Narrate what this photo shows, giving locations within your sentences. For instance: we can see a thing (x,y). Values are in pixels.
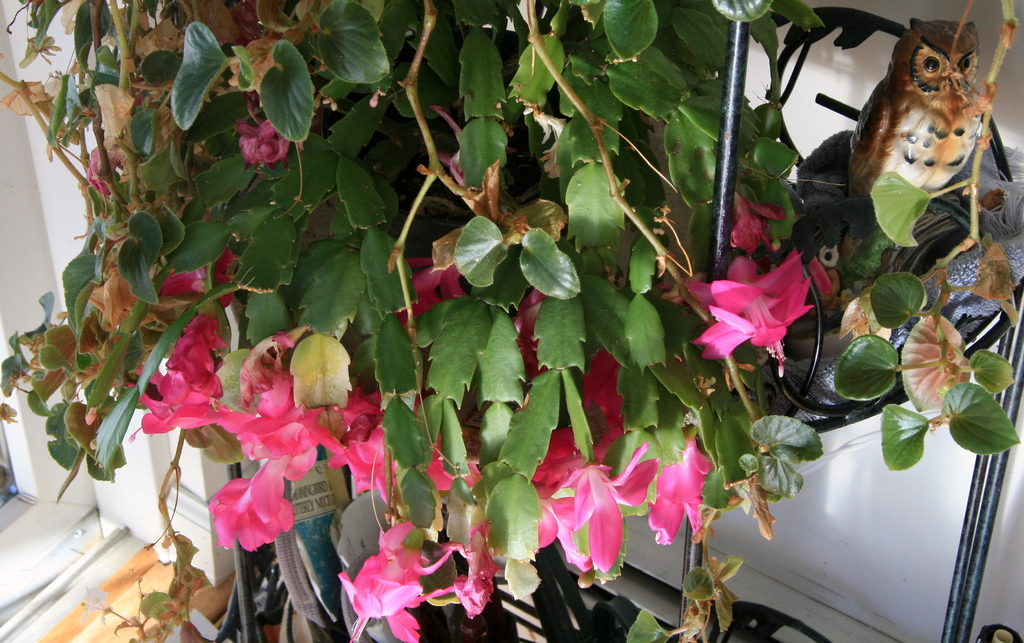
In the picture I can see pink color flowers (695,473) of a plant (486,300). Here I can see an owl toy (866,122) placed on the stand (840,409) and we can see the white color wall (35,214) in the background (17,162).
